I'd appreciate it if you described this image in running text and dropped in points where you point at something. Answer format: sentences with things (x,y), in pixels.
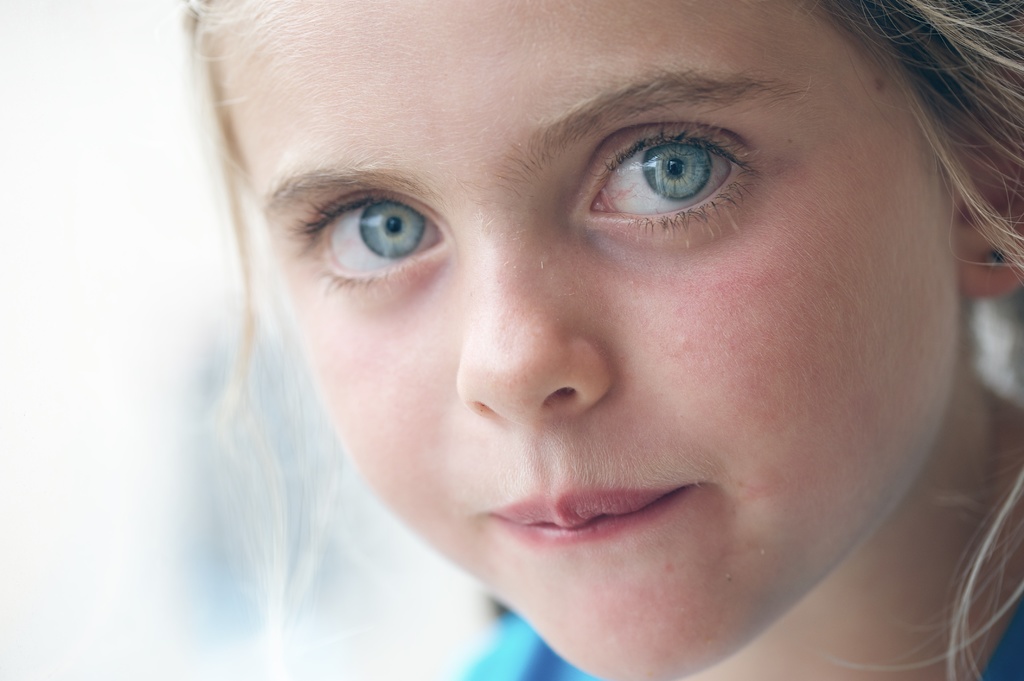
In this image, I can see the face (521,454) of a girl (727,452). There is a blurred background (53,100).
